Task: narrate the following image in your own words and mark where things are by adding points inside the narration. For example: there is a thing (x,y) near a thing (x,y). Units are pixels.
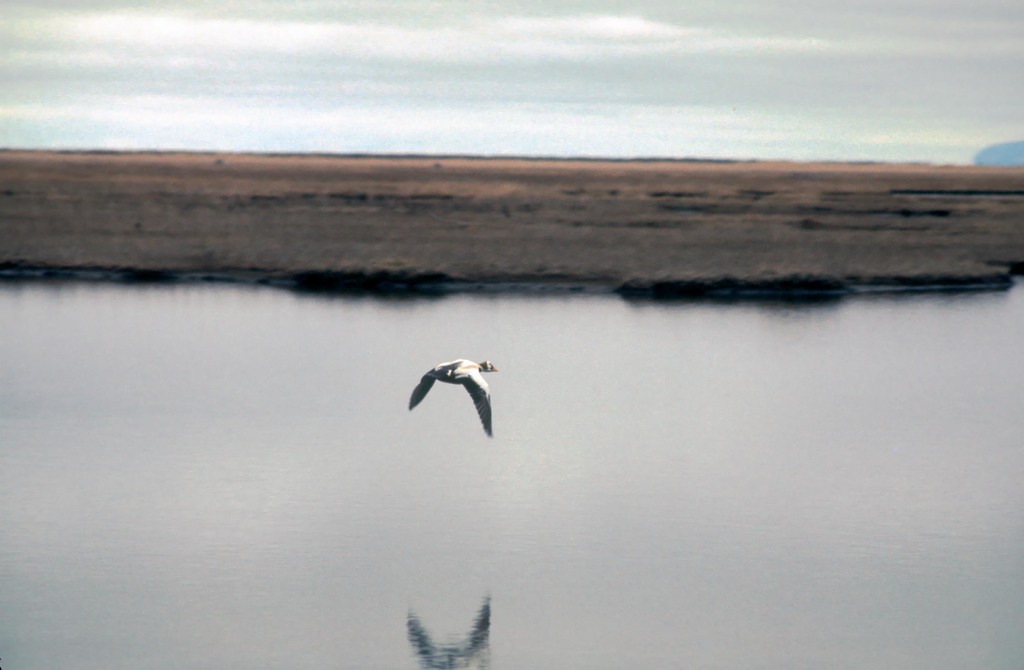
In the foreground of the picture (310,427) we can see a water body (368,367) and a bird (487,422). In the background (502,196) it looks like a grassland (485,198). At the top (546,75) there is sky (419,108).
